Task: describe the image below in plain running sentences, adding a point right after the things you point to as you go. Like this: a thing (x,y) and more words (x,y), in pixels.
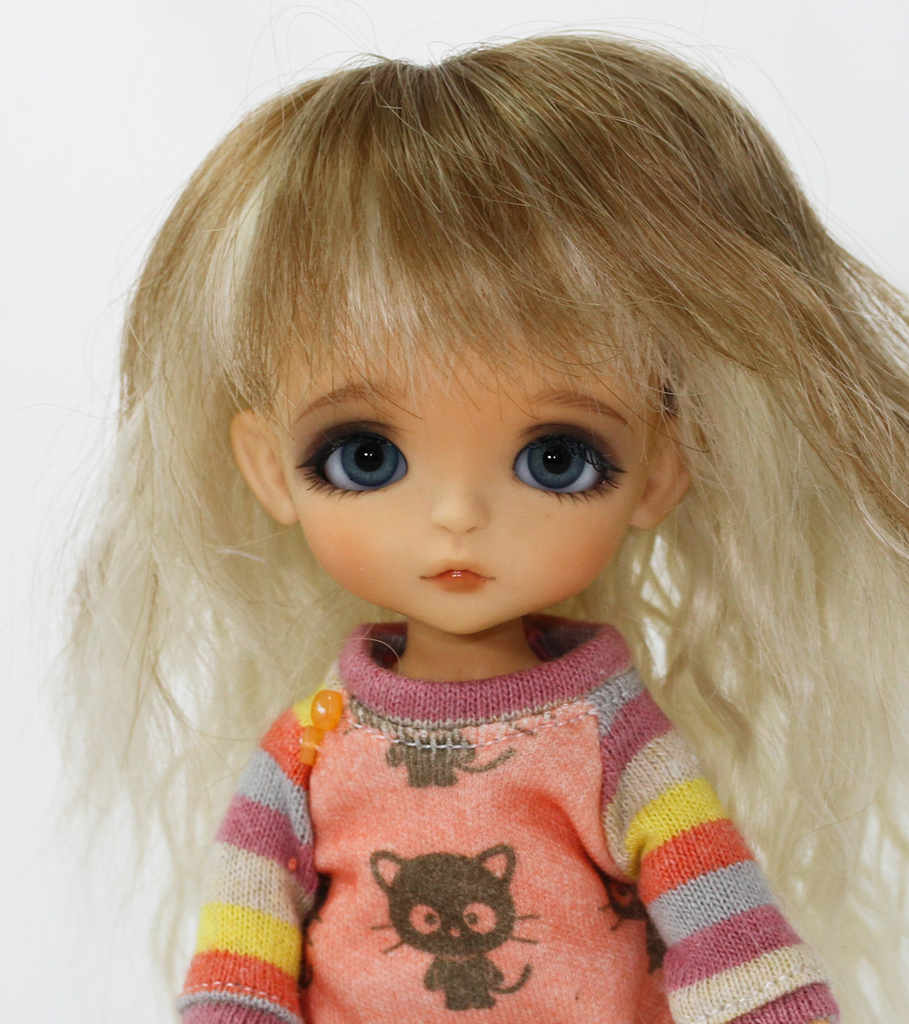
In this picture we can see a toy (331,538) and there is a white background (82,157).
